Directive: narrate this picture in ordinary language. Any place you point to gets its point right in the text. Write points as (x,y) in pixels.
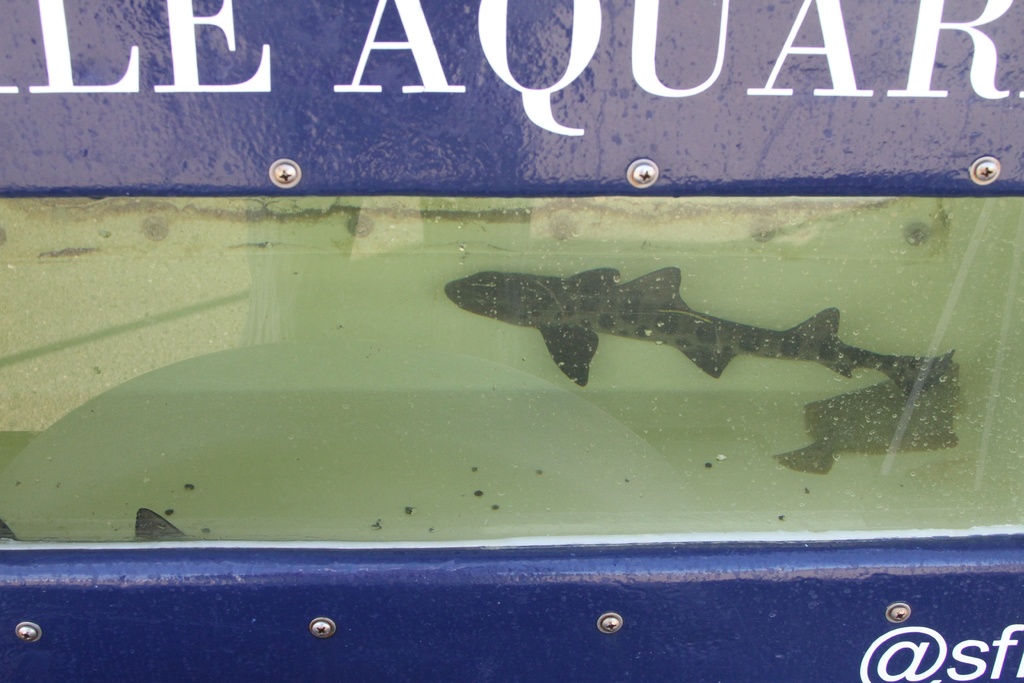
In this image there are two fishes (678,281) in the water (496,383), and there are boards (425,45) with screws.
